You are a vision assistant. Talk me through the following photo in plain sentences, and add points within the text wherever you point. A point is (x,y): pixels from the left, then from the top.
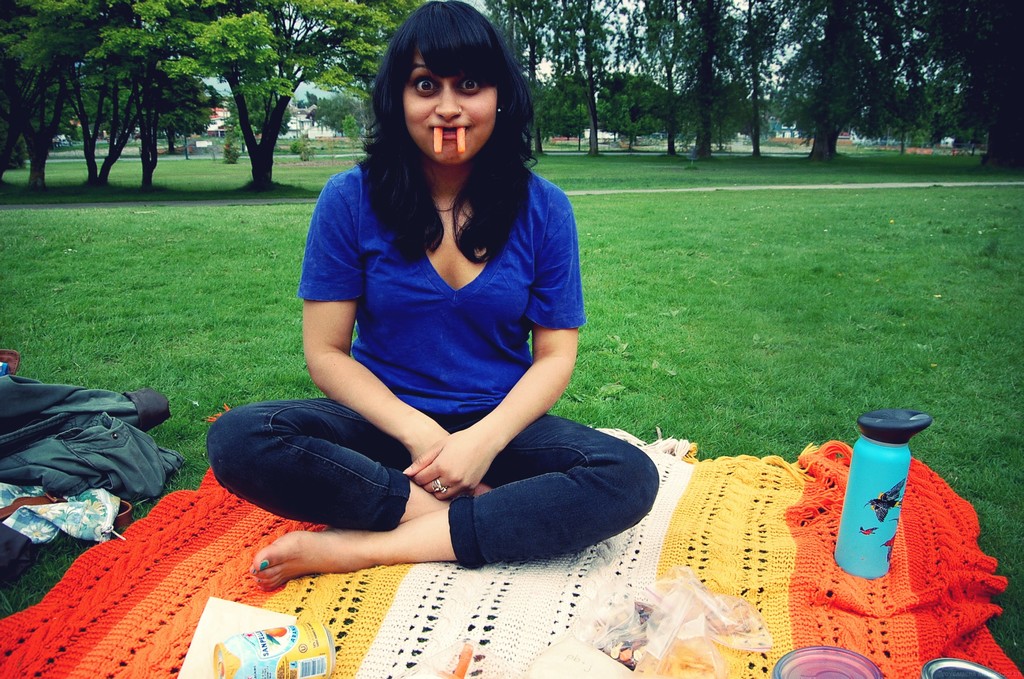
In this image there is one woman (418,459) who is sitting in the middle of the image (460,398) and on the background (621,48) there are some trees (845,70) both the left side (250,81) and right side (699,122) and in the middle of the image (681,447) there is one blanket (627,531) and one bottle (880,514) and some plastic cover (698,626) and one bowl (820,659) and one plate (948,678) and some food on it and on the left side of the bottom corner there are some clothes (23,432) and on the background (311,124) there are some buildings (298,120).
